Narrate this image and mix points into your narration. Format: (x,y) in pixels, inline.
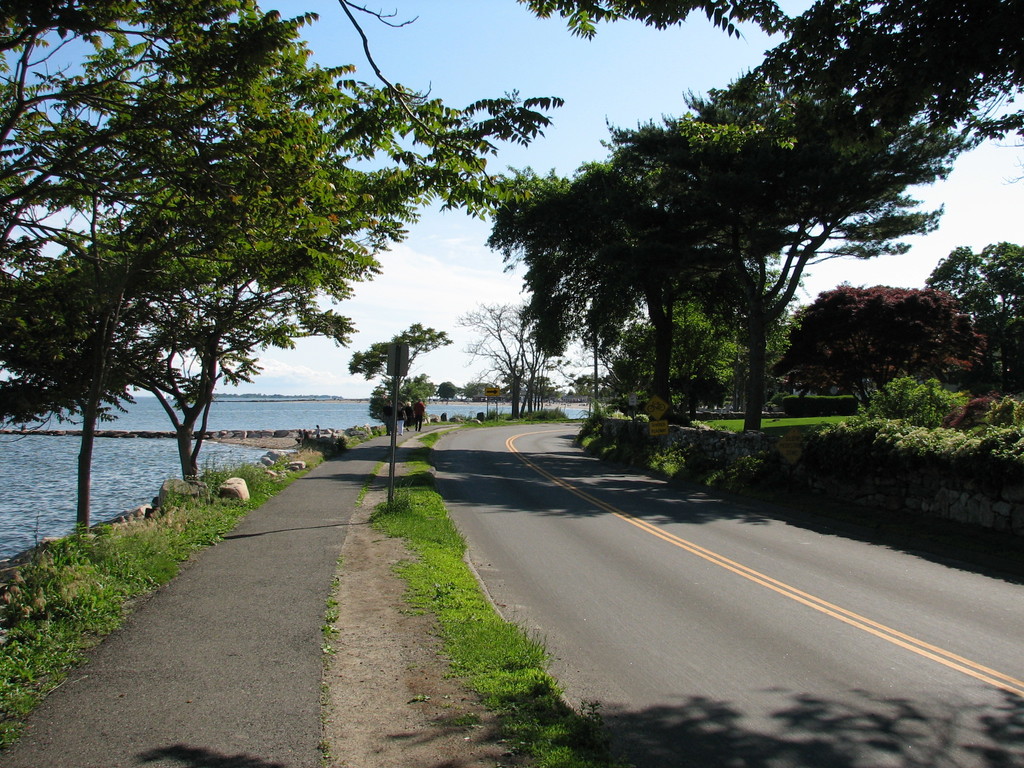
In the image we can see a road (626,583) and yellow lines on the road (741,615), this is a grass (467,575), pole (392,474), trees (762,205), sky (692,112), water (111,440) and stones (225,486).
